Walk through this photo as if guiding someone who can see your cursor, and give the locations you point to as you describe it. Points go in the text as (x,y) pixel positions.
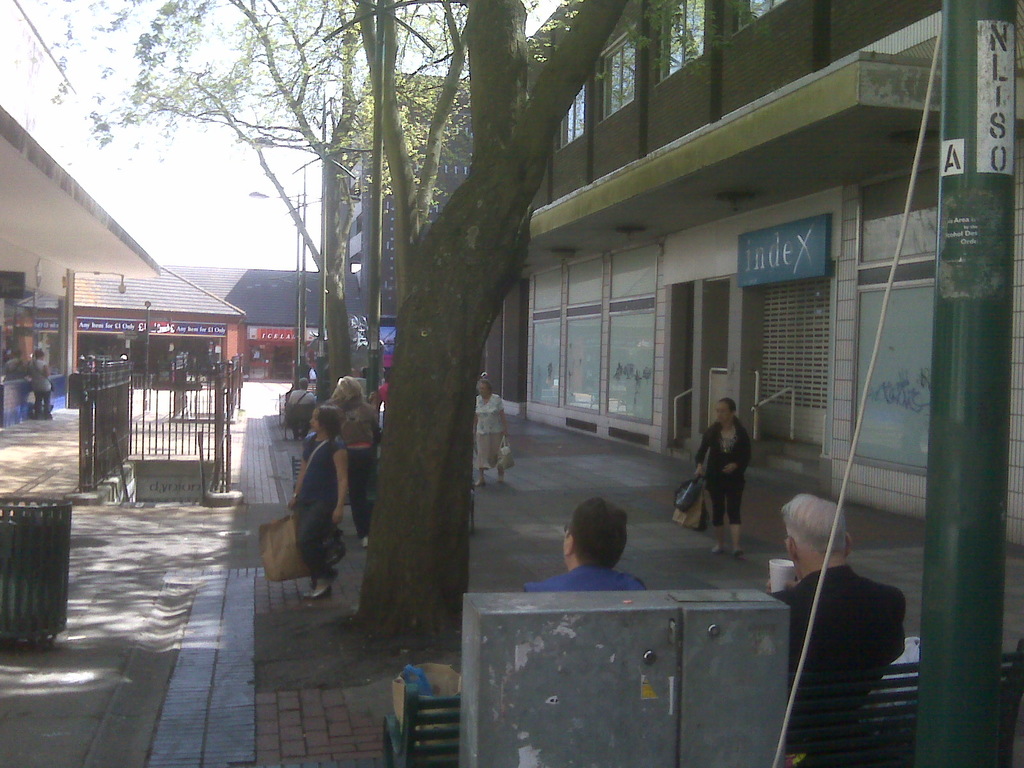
In this image there are people (573,561) on the pavement (341,735). Bottom of the image (589,701) there is an object (615,719). Behind there are people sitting on the bench (879,719). Right side (829,515) there is a person (817,640) holding a cup (784,586). A woman (721,495) is holding bags (680,502). There are poles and trees (451,481) on the pavement (312,767). Left side (30,557) there is a dustbin (39,547). There is a fence (98,446). Behind there are people (33,386). Background (872,311) there are buildings (14,314). Top of the image (191,182) there is sky (231,185).
